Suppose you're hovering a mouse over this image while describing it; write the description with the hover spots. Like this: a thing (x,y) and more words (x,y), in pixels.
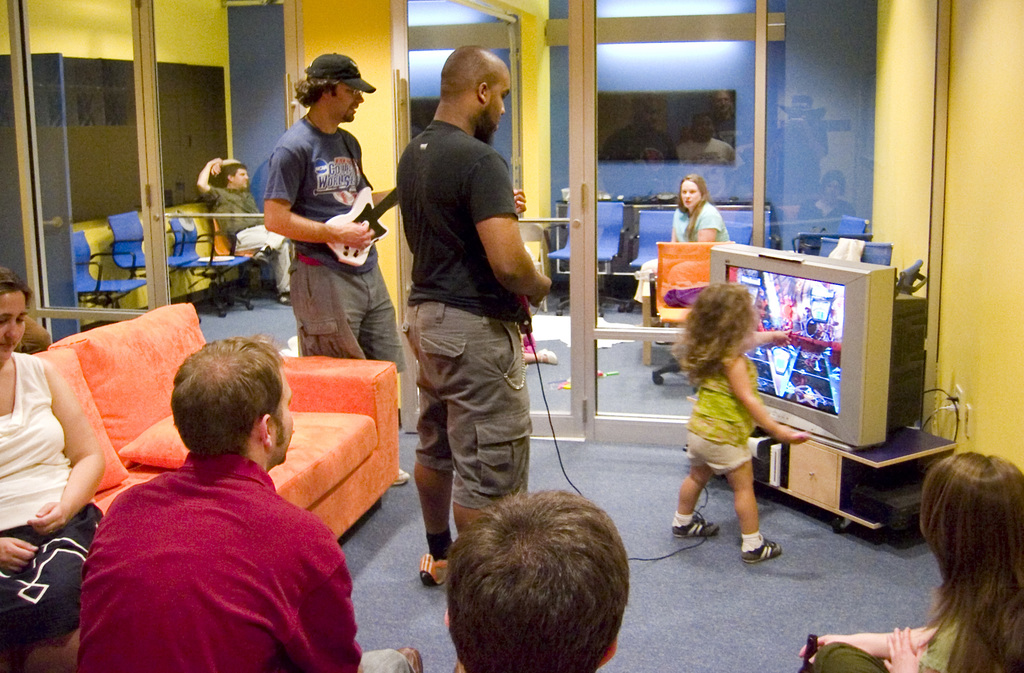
In the image there is a baby (712,384) and a man (451,116) standing in front of tv (864,433) and playing video game in it and behind him there is a man (319,162) in grey t-shirt (325,195) playing guitar (362,251), there are few people (75,518) sitting on sofa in the front (194,555), in the back (242,287) there is glass wall (212,265) with two persons (695,217) sitting behind it on chairs (213,247) and lights (657,42) above on the ceiling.
